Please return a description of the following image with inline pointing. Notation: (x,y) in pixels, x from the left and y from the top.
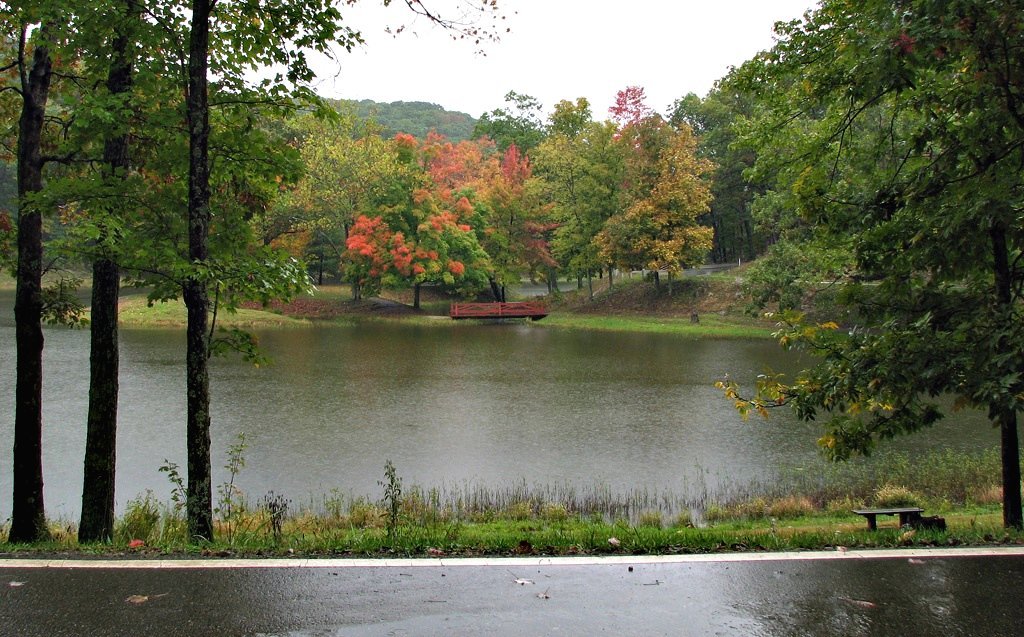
In this image I can see a road (495,557) in the front (947,631). In the background (553,443) can see number of trees (1023,244), grass ground (421,519), water (585,344) and the sky (569,56). On the right side of the image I can see a bench (888,514) and in the center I can see a red colour thing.
